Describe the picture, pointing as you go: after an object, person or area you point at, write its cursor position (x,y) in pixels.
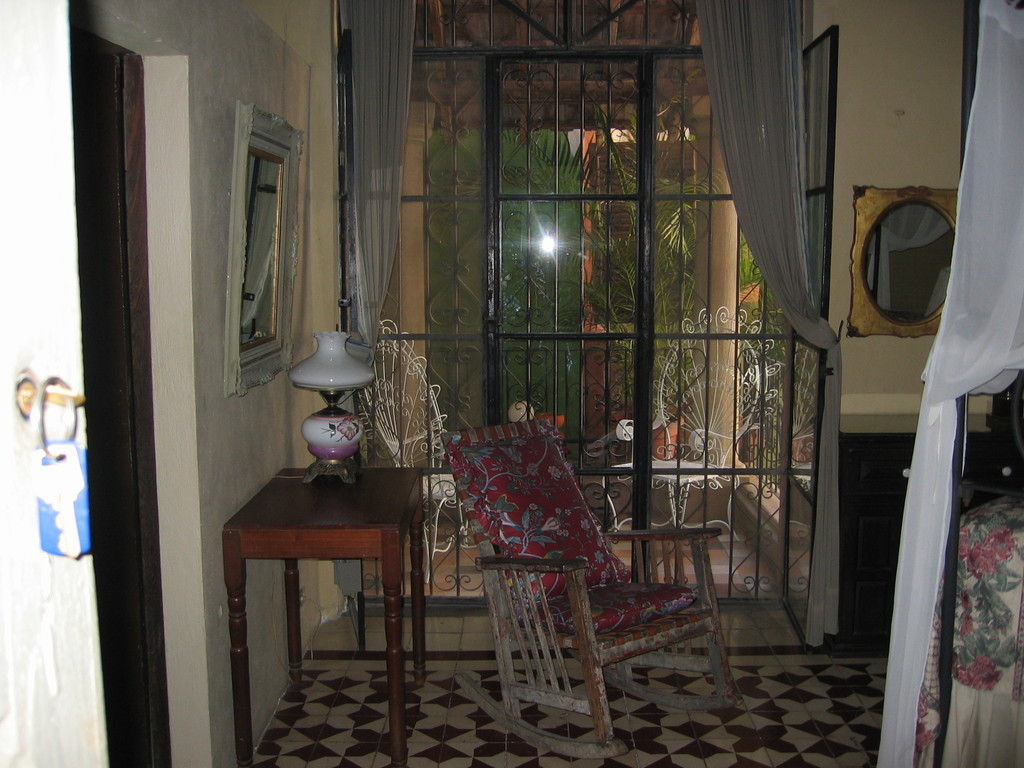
In this image we can see keys (61,444), wooden table (295,509) on which we can see a lamp (331,375), chairs (512,630), bed (959,587), mirrors (898,315) on the wall (190,282), curtains (363,239), windows (700,503) through which we can see trees (633,295) and pillars (719,233) in the background (432,188).
